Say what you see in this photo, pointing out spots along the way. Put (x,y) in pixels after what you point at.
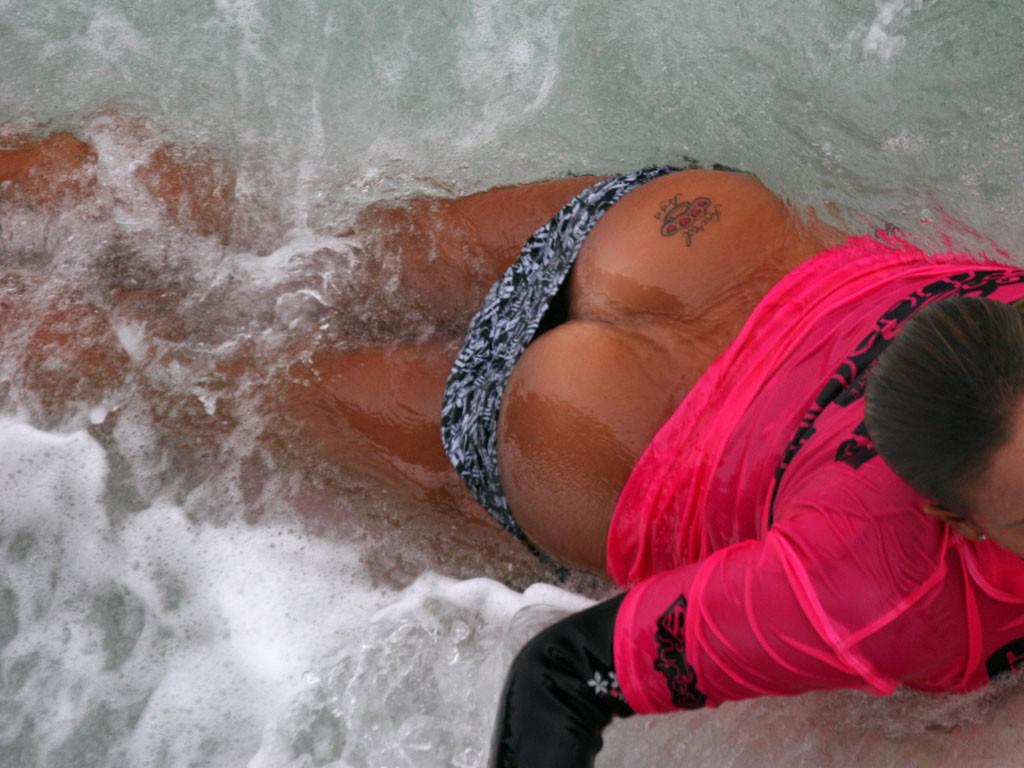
In this image we can see a person (708,515) swimming in the water (233,388).
